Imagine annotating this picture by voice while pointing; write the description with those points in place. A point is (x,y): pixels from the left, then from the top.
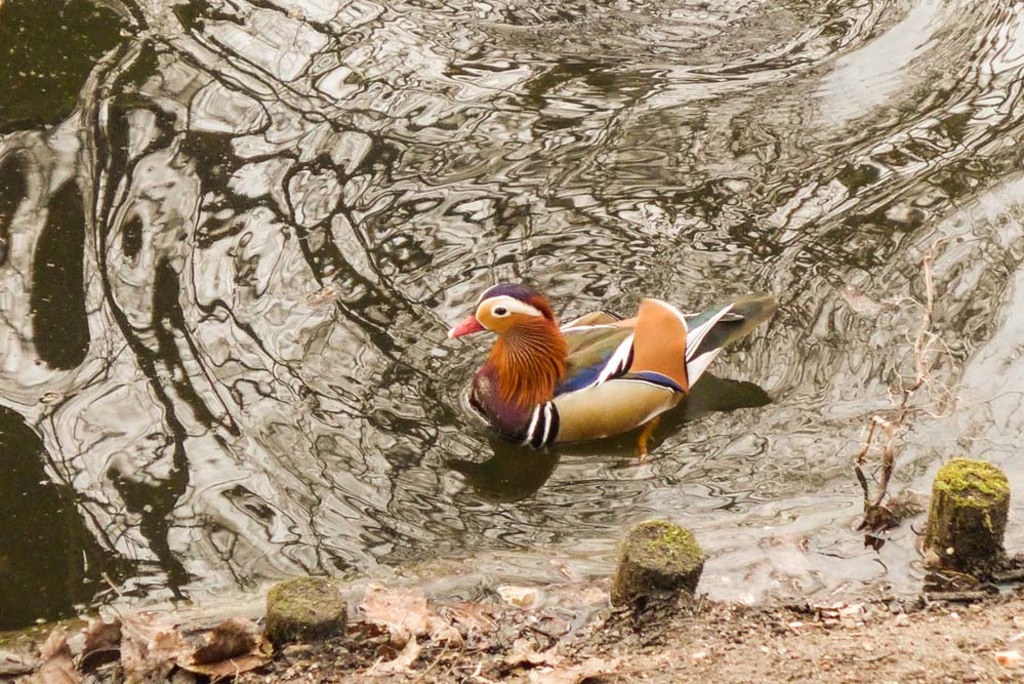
In this image there is a duck (560,343) in the water (521,238).
